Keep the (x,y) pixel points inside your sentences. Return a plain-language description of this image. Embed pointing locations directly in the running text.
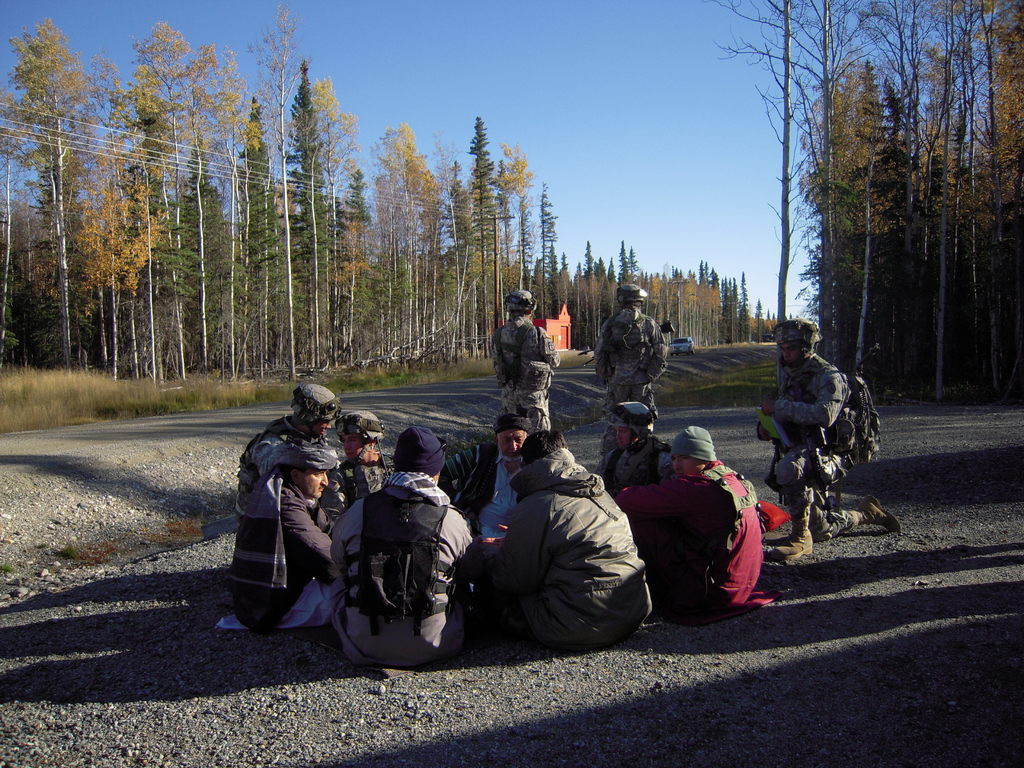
In this image we can see some soldiers (535,410) who are sitting on the floor (828,550) some are standing and crouching carrying bags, helmets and at the background of the image (582,236) there are some trees (551,254) and clear sky (520,77).
